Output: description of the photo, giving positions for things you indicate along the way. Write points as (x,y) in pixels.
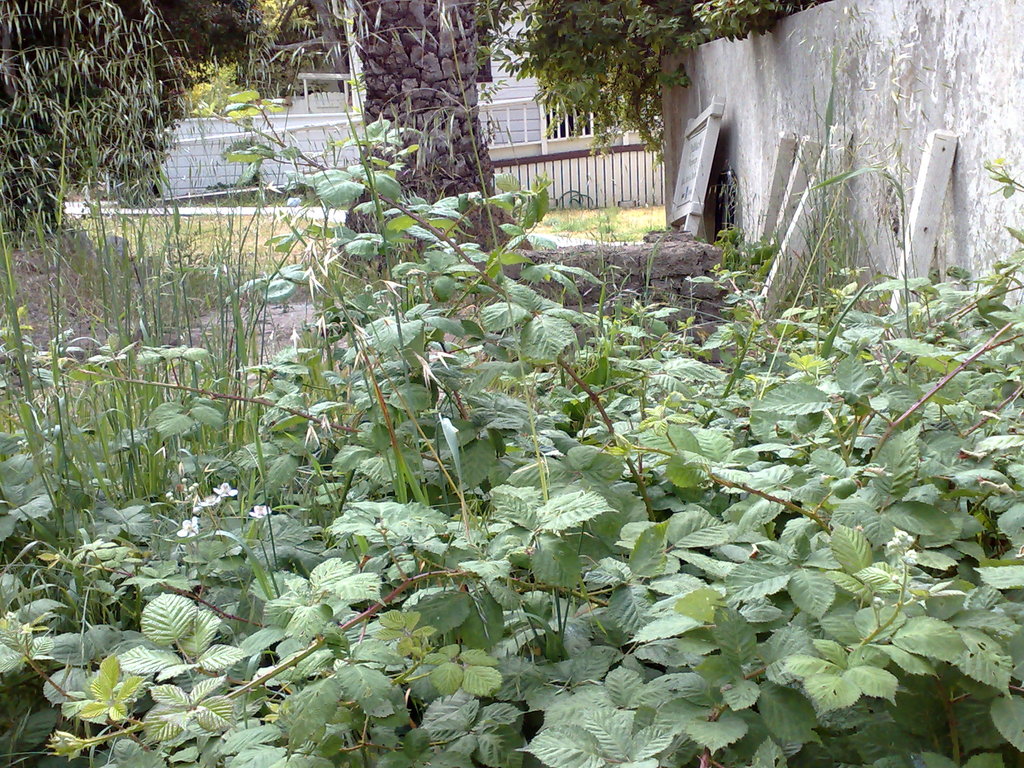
In this picture we can see plants (527,286) on the path (292,210) and in front of the plants (191,249) there is a wall (890,70) and a house (255,117).
